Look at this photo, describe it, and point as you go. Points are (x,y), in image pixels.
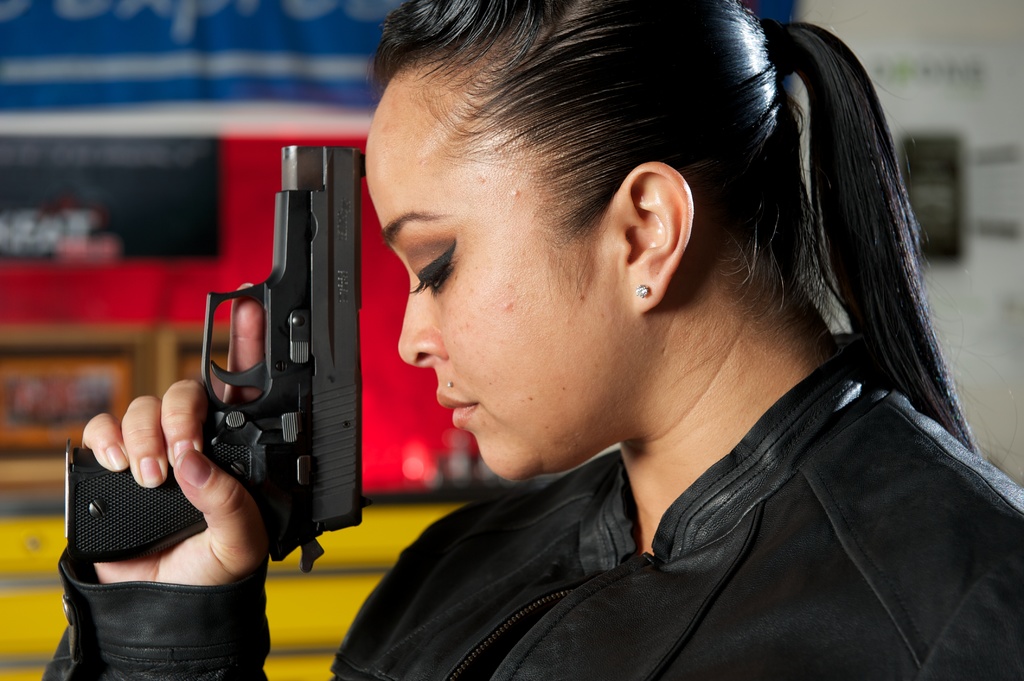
In this image in the front (717,369) there is a woman (624,377) holding a gun (283,496) in her hand (230,503). In the background (254,150) there are objects (946,158) which are blue, red, yellow and white in colour.
